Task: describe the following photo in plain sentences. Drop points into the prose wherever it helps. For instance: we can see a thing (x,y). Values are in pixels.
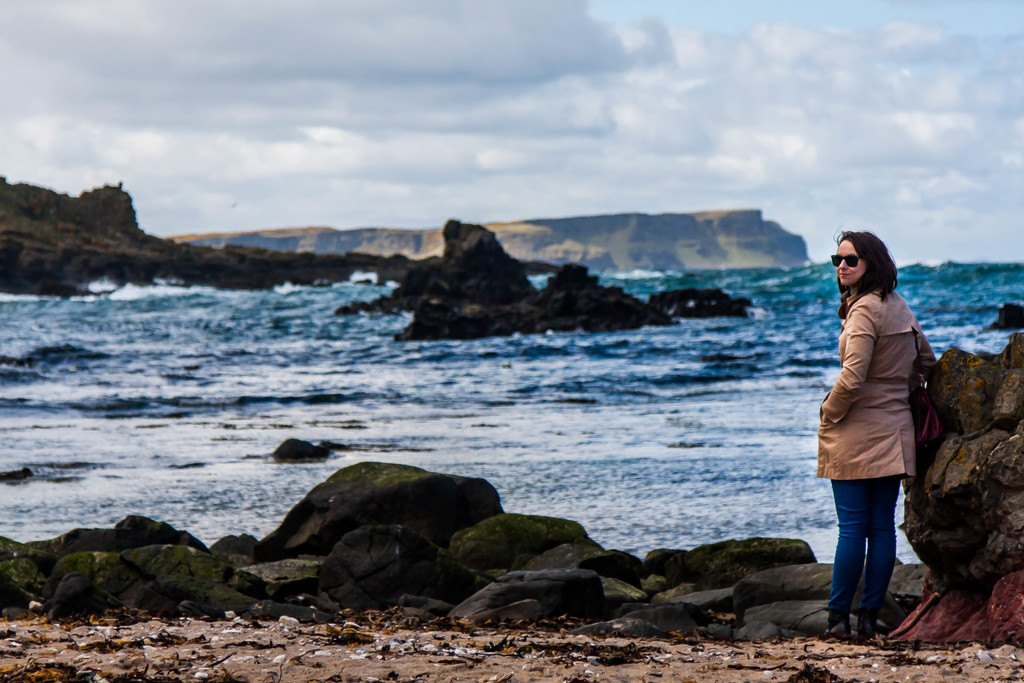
There is a lady (842,391) standing on the right side of the image (859,373) she is wearing sunglasses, there is a stone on the right side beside her. There are stones (443,479), water (545,396), it seems like a mountain (611,233) and sky (492,125) in the background area (492,125).
